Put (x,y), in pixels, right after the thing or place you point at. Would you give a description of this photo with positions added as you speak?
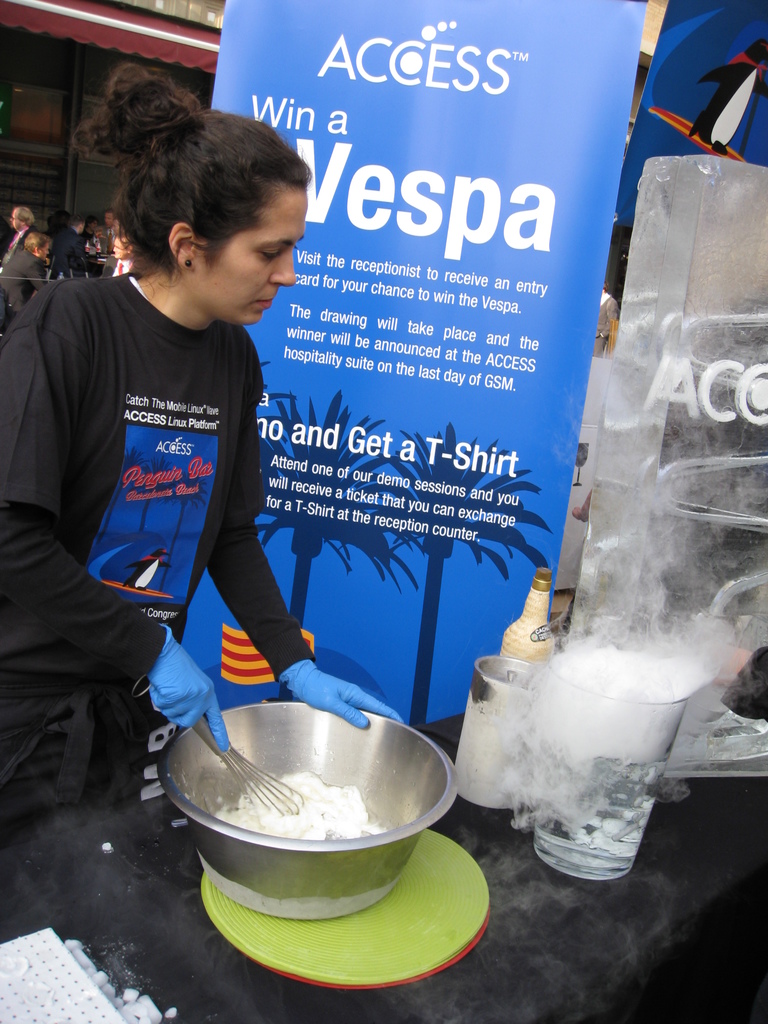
On the left side (228,260), there is a woman (208,113) in a t-shirt (0,426), wearing blue colored gloves (185,691), holding a bowl (391,750) with a hand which is on a green colored object (413,852). This object (444,857) is placed on a table (199,917) on which there are some objects (615,684). In the background (531,25), there are banners (348,204), persons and a tent (181,33).
